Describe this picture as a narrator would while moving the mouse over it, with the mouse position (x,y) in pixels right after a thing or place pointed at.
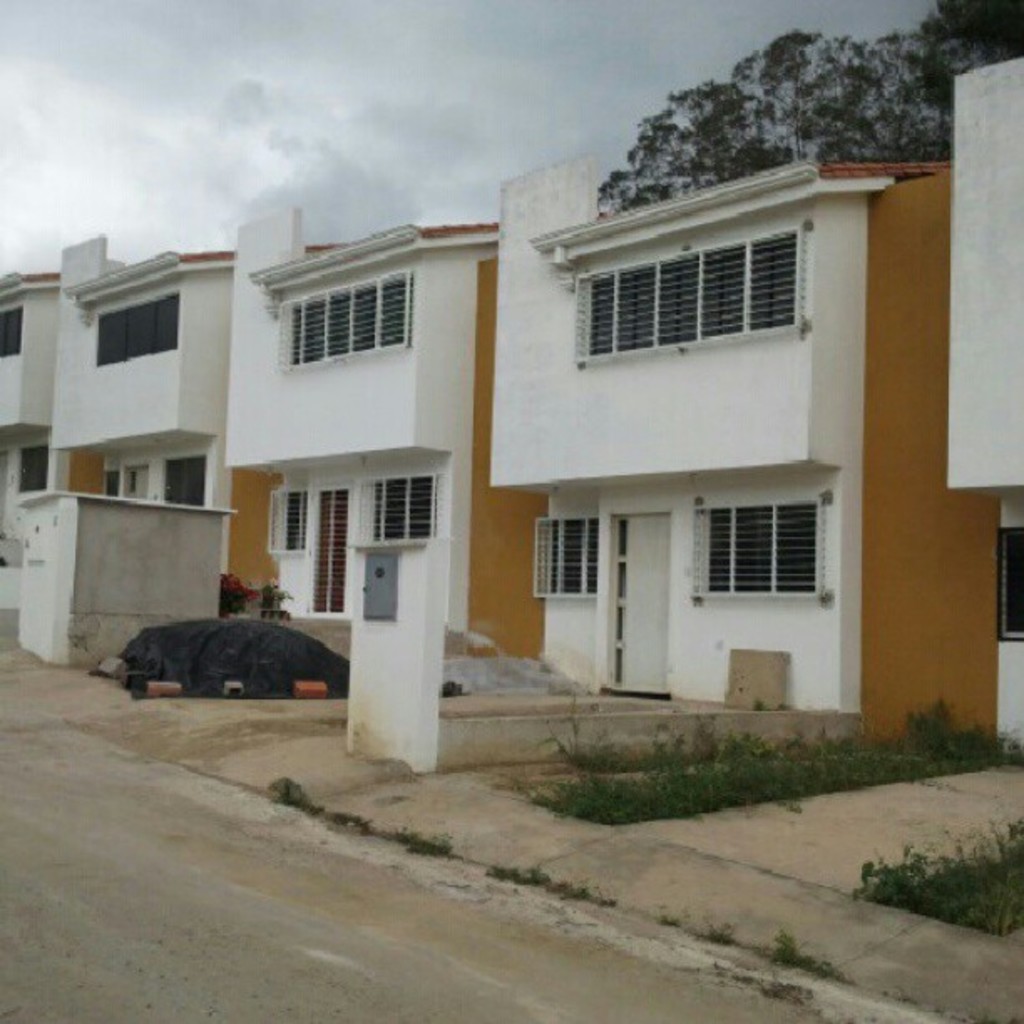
In this image, we can see a few houses (411,535) with walls (596,680), door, windows (1005,542), grills (696,331). Here we can see shed (121,576), pillars (430,677), plants (672,761), road (546,941). Background (700,163) we can see a tree (858,98) and sky (259,119).
